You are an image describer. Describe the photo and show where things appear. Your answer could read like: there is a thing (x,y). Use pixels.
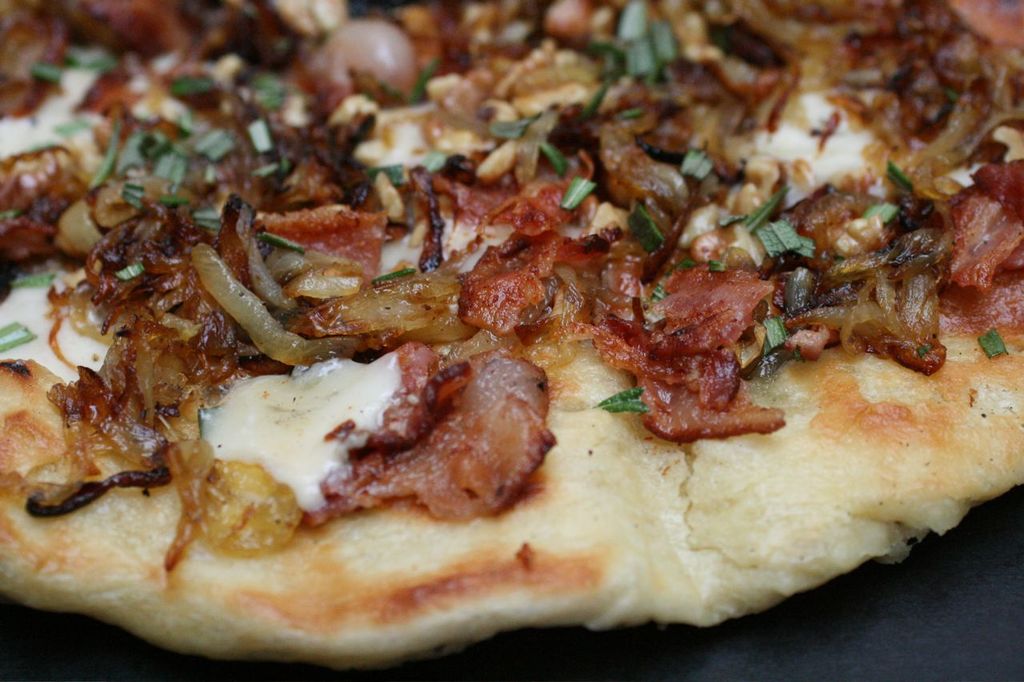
In this picture we can see a pizza (362,473). We can see cheese (325,381), onions (361,310) and other veggies (908,181).
